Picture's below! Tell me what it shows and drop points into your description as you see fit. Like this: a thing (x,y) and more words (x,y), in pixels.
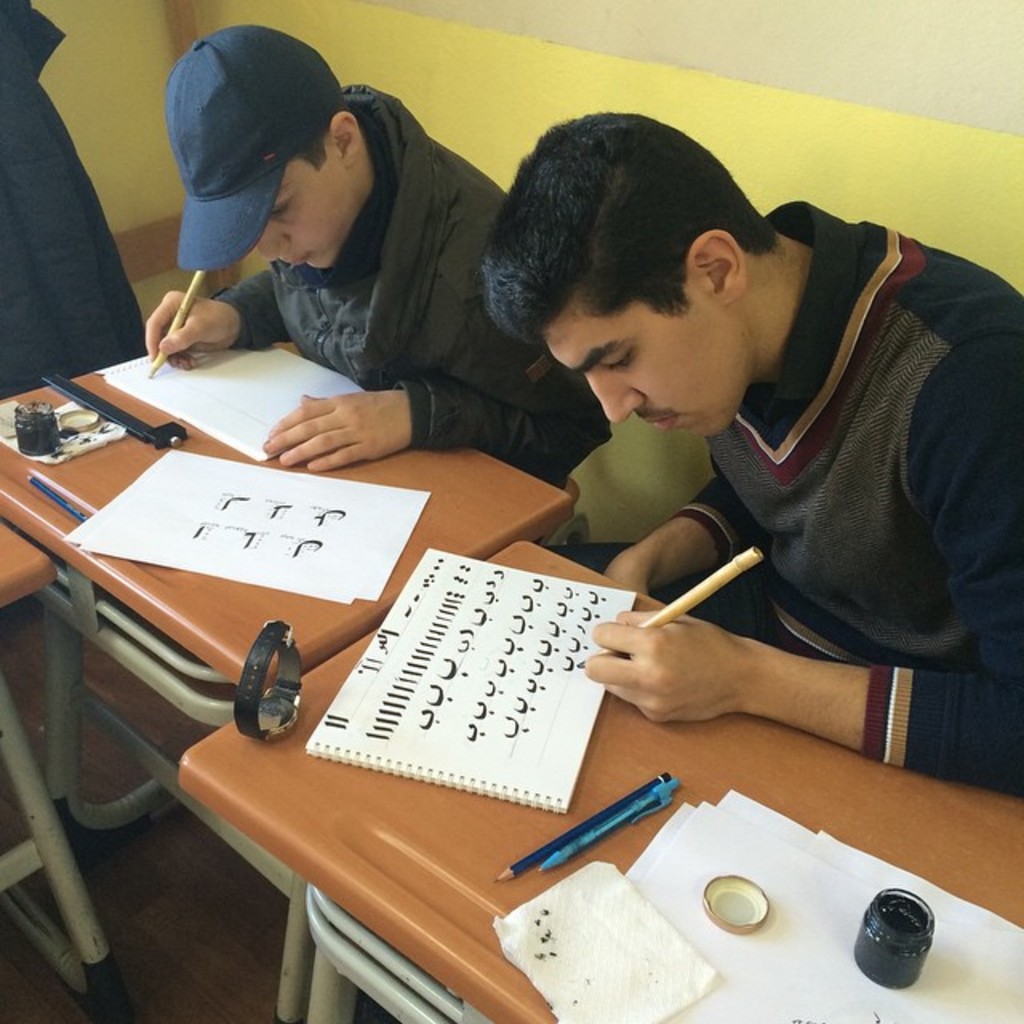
Here we can see 2 guys (769,393) sitting and writing something on paper (504,725) and there is a watch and an ink bottle (874,959) and pens (616,827) and pencils (600,818) present on the table (513,839).
